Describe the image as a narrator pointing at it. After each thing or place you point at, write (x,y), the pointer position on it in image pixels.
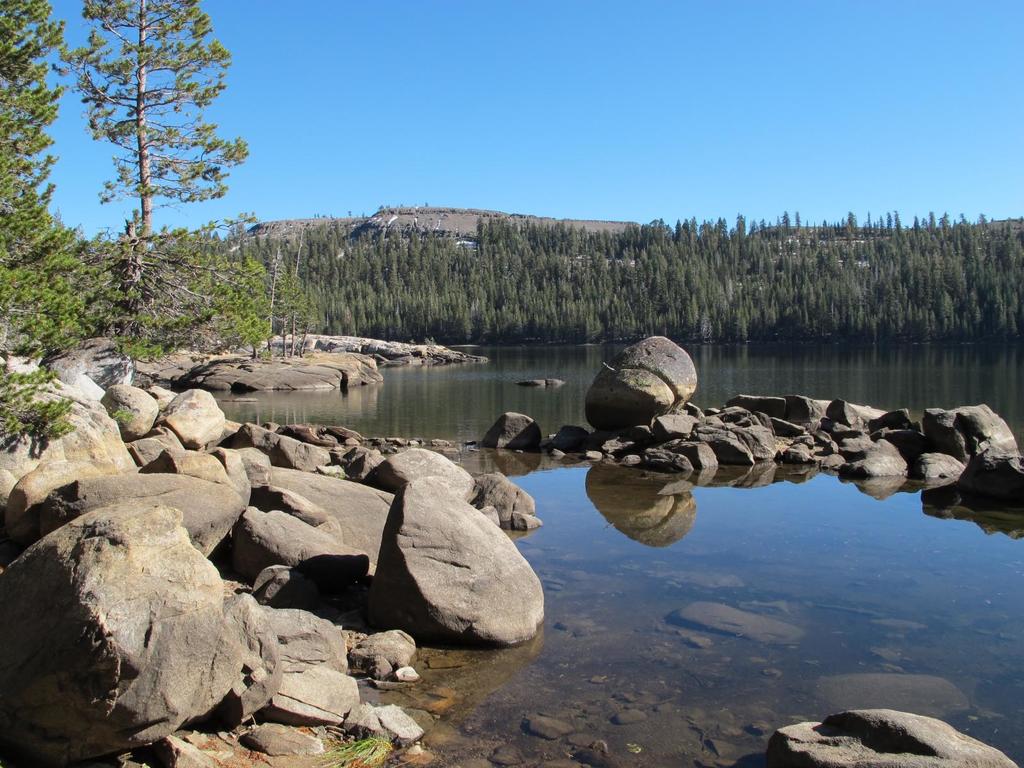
In this image in the front (307,540) there are stones (438,538). In the center (579,400) there is water (536,408). In the background (650,226) there are trees (523,274).
